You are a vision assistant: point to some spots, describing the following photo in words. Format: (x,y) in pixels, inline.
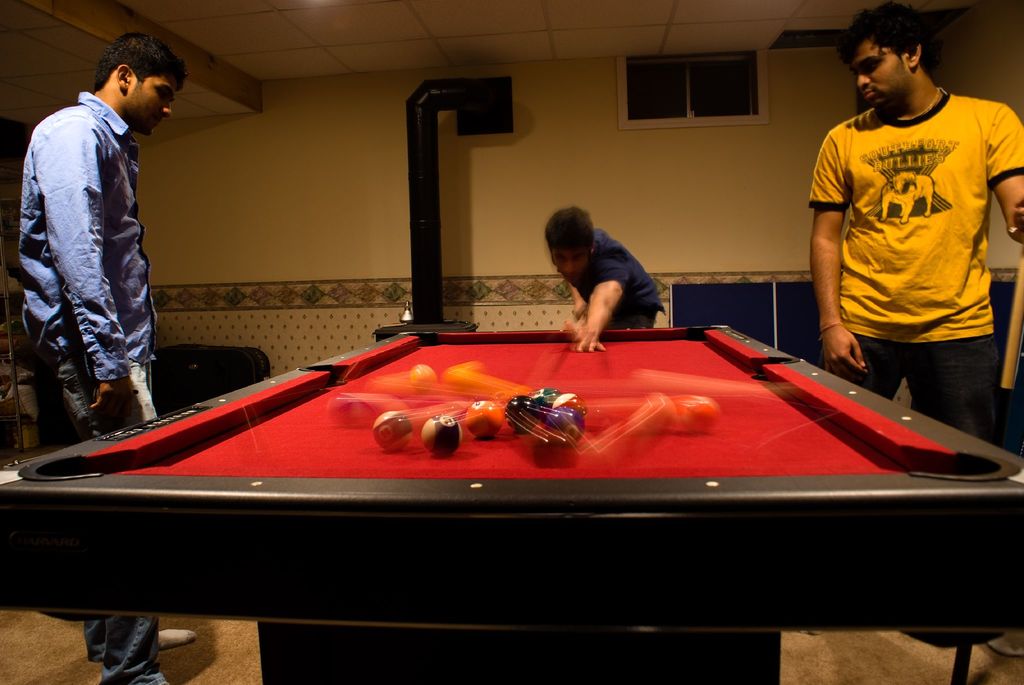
The picture is clicked in a snooker table (280,416) and a guy (611,290) who is wearing a blue shirt (615,275) is aiming the ball (537,431). In the background (656,117) we observe a glass window (656,117) and a blue color mat (743,284).
